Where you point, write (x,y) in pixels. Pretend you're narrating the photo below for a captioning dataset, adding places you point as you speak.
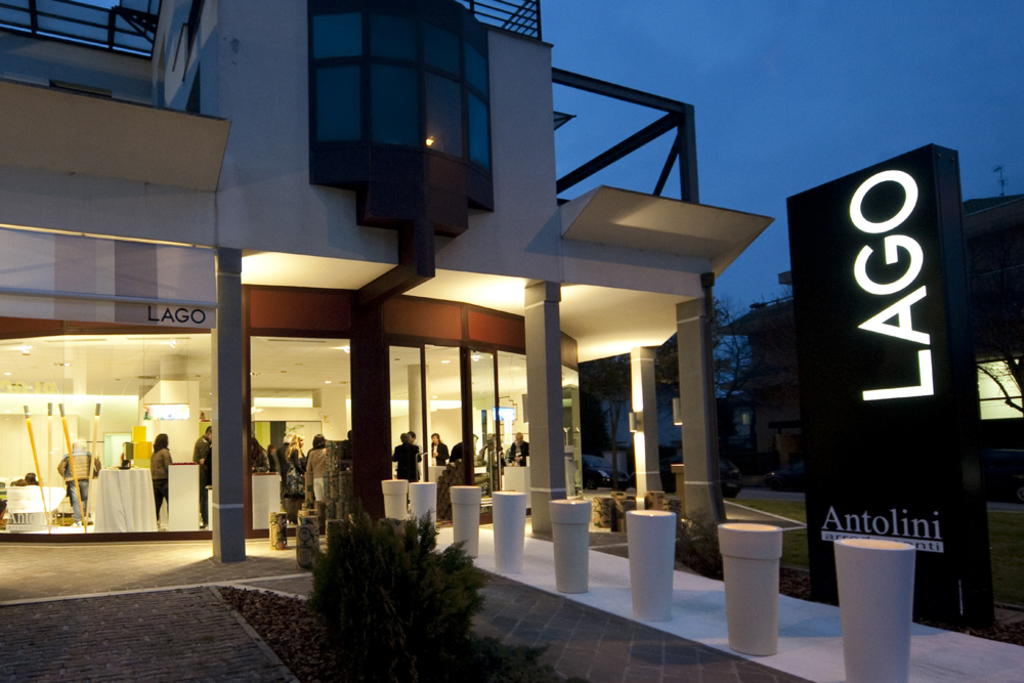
In this image in the center (535,419) there is a building (535,419), and in the building (334,365) there are some persons (72,482), tables (139,469), poles (550,447), lights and some other objects (181,466). And in the foreground (371,589) there are some pillars (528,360), plants (368,603). At the bottom (166,618) there is a walkway (118,648) and on the right side (860,297) there is a board (885,337). On the board (876,277) there is text (874,327), in the background (734,398) there are some trees (739,375) and at the top of the image (843,99) there is sky (814,120).
